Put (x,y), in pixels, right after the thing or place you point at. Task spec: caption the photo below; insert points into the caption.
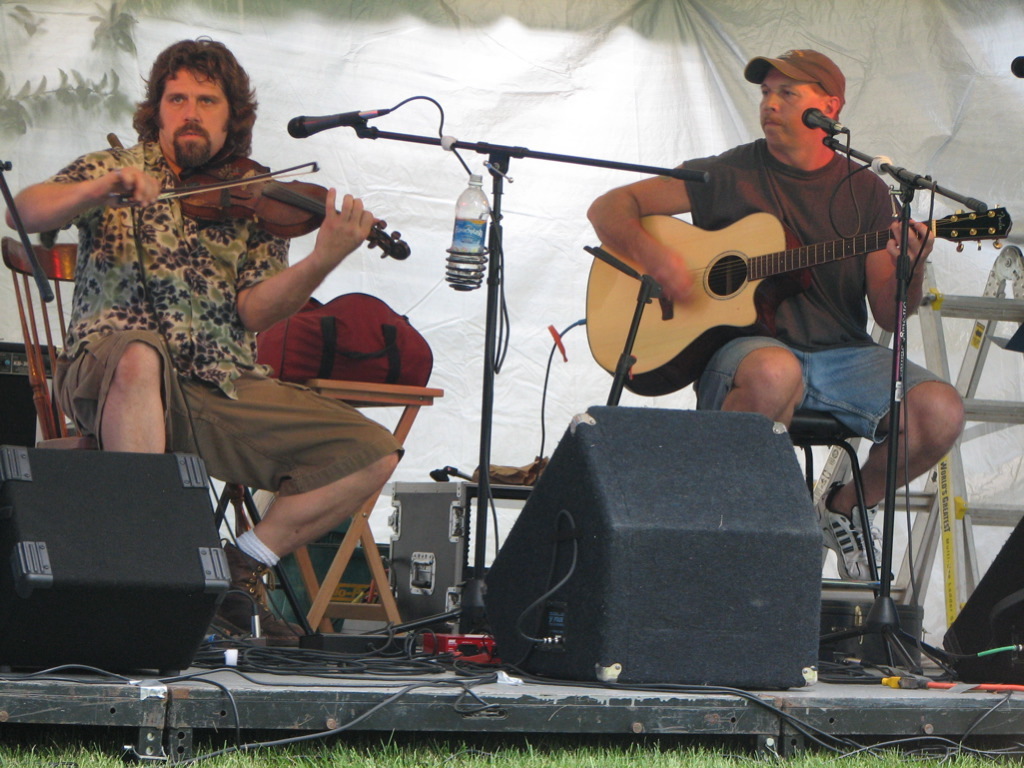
In this picture we can see two persons (352,427) are playing violin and guitar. This is mike (307,132) and there is a bottle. And these are some musical instruments (598,562). On the background (607,84) there is a cloth (583,69).
